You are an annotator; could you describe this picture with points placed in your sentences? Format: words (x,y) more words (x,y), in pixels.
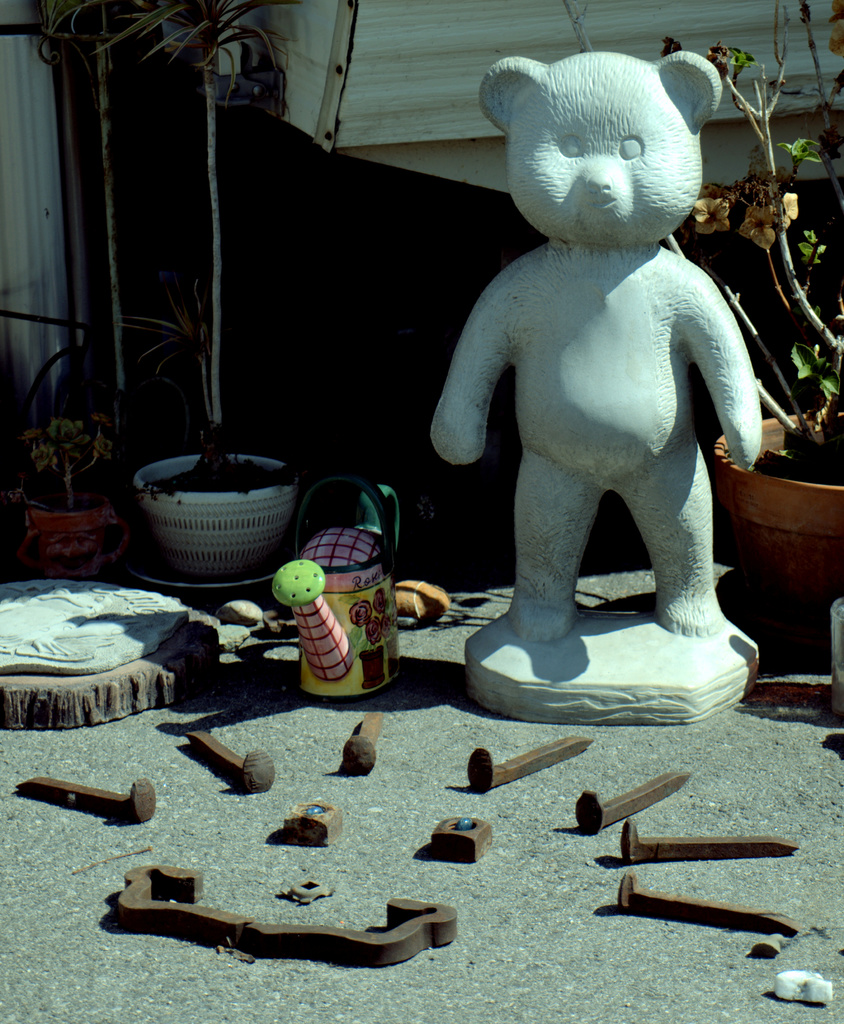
In this picture we can observe a statue (554,398) on the right side (568,273) which is in white color. There are some rusty spikes (371,759) which were arranged to make a face (126,805). On the right side (764,140) there is a plant (766,218) in the plant pot (768,526) which is in brown color. We can observe some plants (50,448) in this picture. In the background (309,289) there is a dark shadow (262,263).
